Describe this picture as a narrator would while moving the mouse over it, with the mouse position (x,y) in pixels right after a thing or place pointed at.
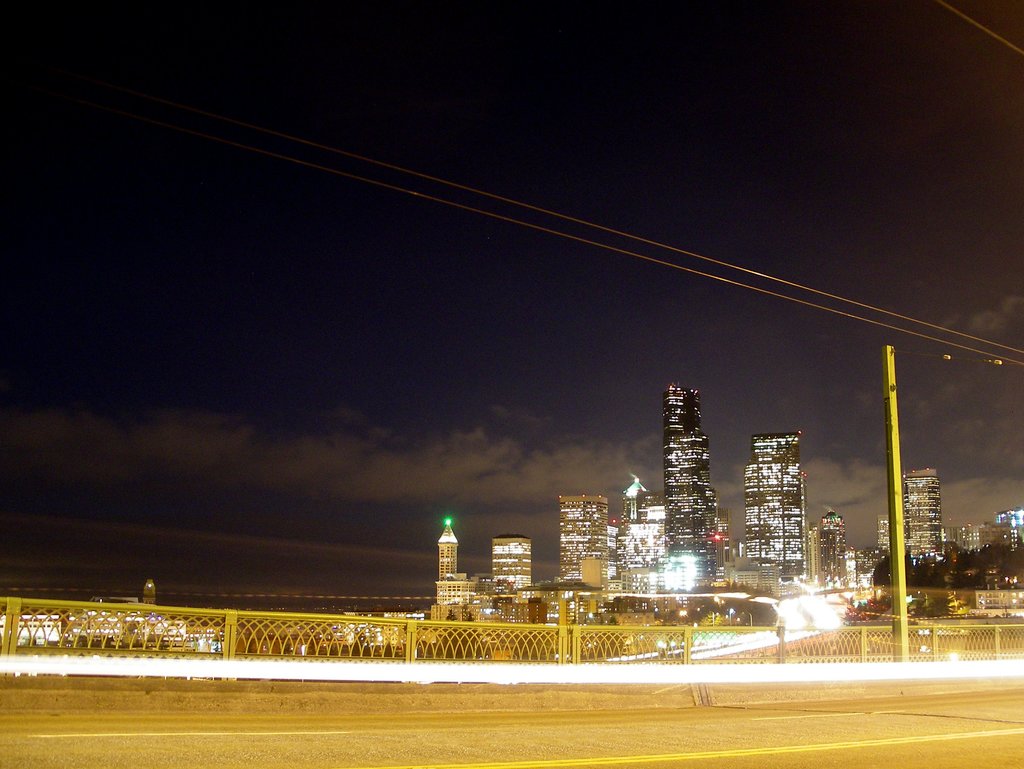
In the foreground of this image (724,735), there is a road (685,719), railing (834,643) and a pole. In the background (744,540), there are buildings (734,546), skyscrapers (744,547), dark sky (543,113) and the cloud (433,500).
